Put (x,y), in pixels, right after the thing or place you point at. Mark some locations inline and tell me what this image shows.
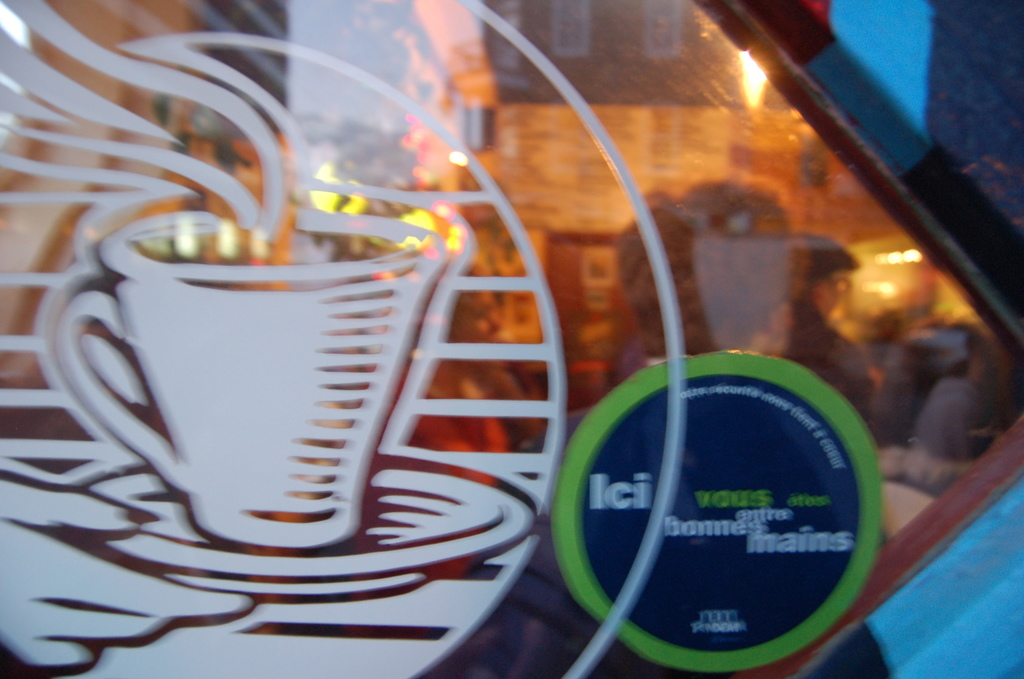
In this picture I can observe a glass (314,141). There is a painting (309,371) of a cup (197,418) on the glass (40,336). This painting (328,396) is in white color. In the background (715,284) there are some people (813,296). I can observe yellow color light (752,80).
